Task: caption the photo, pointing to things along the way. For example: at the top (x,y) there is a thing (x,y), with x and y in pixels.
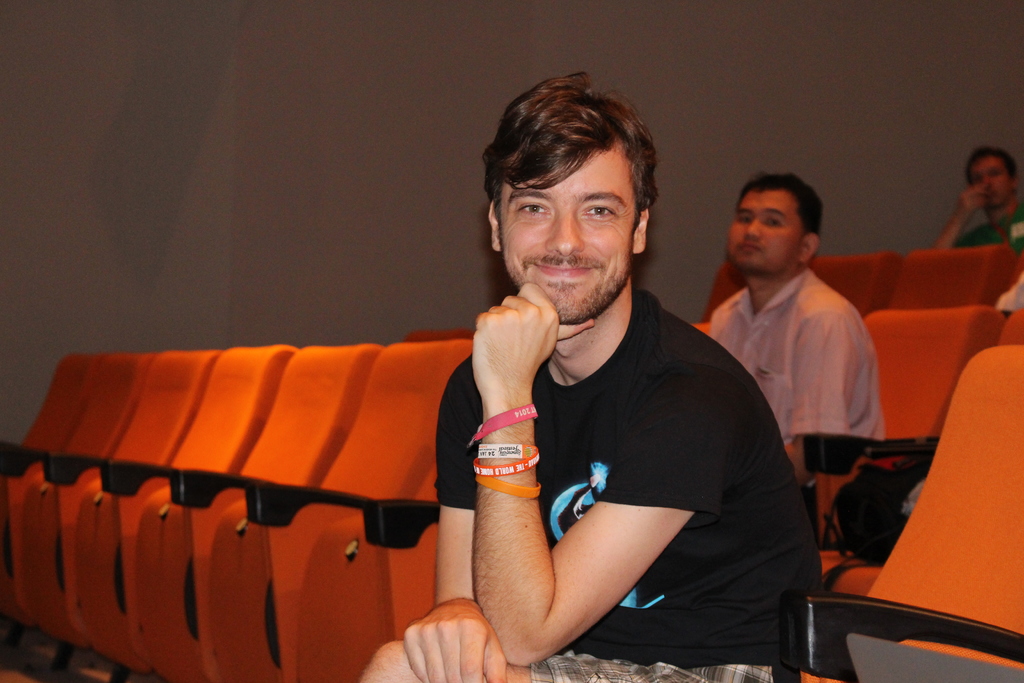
In this picture we can see a group of people (729,427) sitting on chairs (991,600) and in the background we can see a wall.
